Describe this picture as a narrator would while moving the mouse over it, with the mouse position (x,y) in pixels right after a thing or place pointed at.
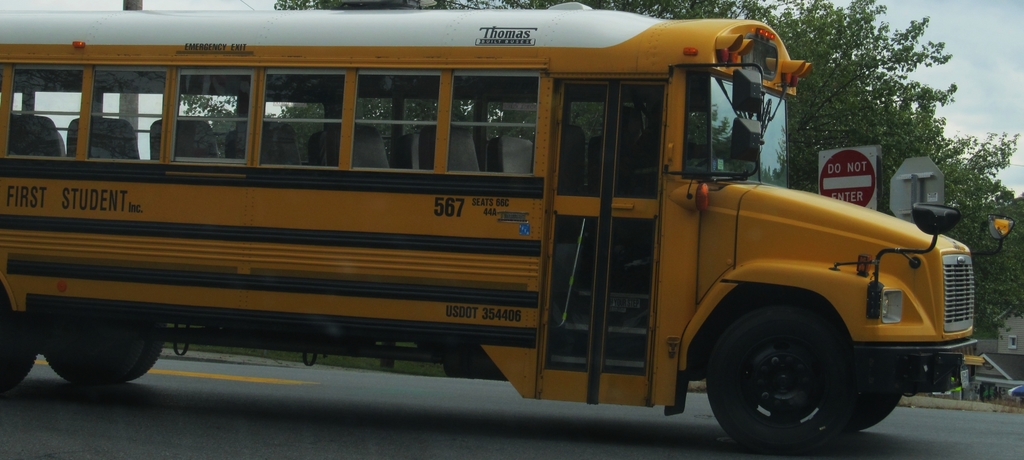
In this picture there is a bus (509,233) on the road (390,393) and there is text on the bus (544,206). At the back (898,125) there are trees (891,124) and there is a building (1004,344) and there is a board (869,154) on the pole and there is text (861,164) on the board (848,154). At the top (960,35) there is sky (979,33) and there are clouds (941,33). At the bottom (1003,443) there is a road (396,430) and there is grass (363,357).
